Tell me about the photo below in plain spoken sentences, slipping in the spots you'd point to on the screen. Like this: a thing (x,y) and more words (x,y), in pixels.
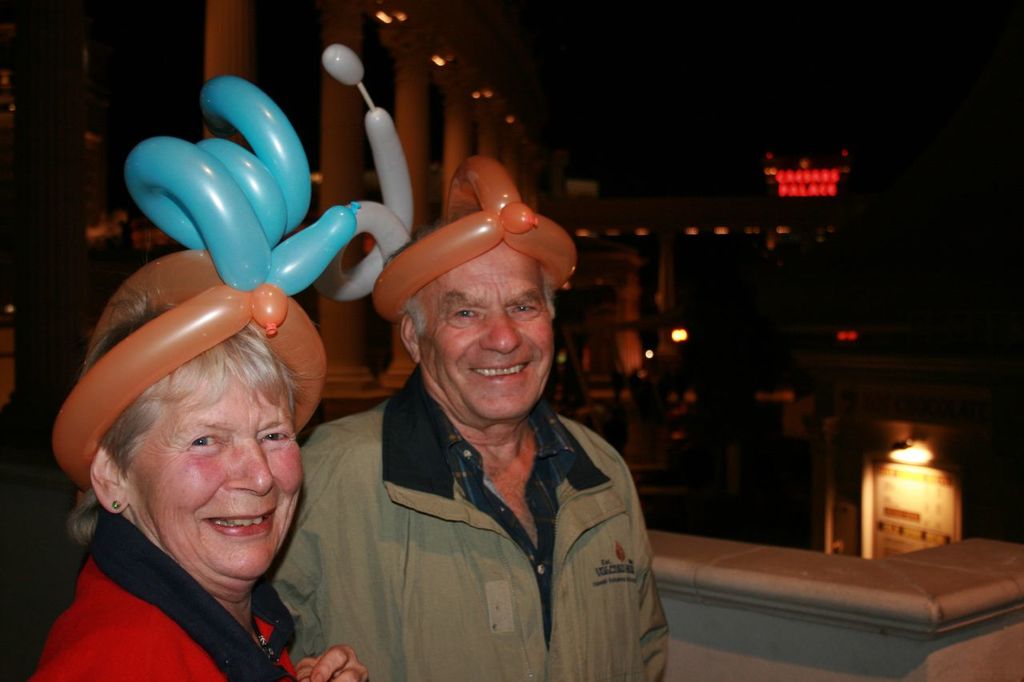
In this image I can see two persons (449,498) smiling. There are buildings (865,278), lights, pillars (379,394) and there is a dark background (856,231).
